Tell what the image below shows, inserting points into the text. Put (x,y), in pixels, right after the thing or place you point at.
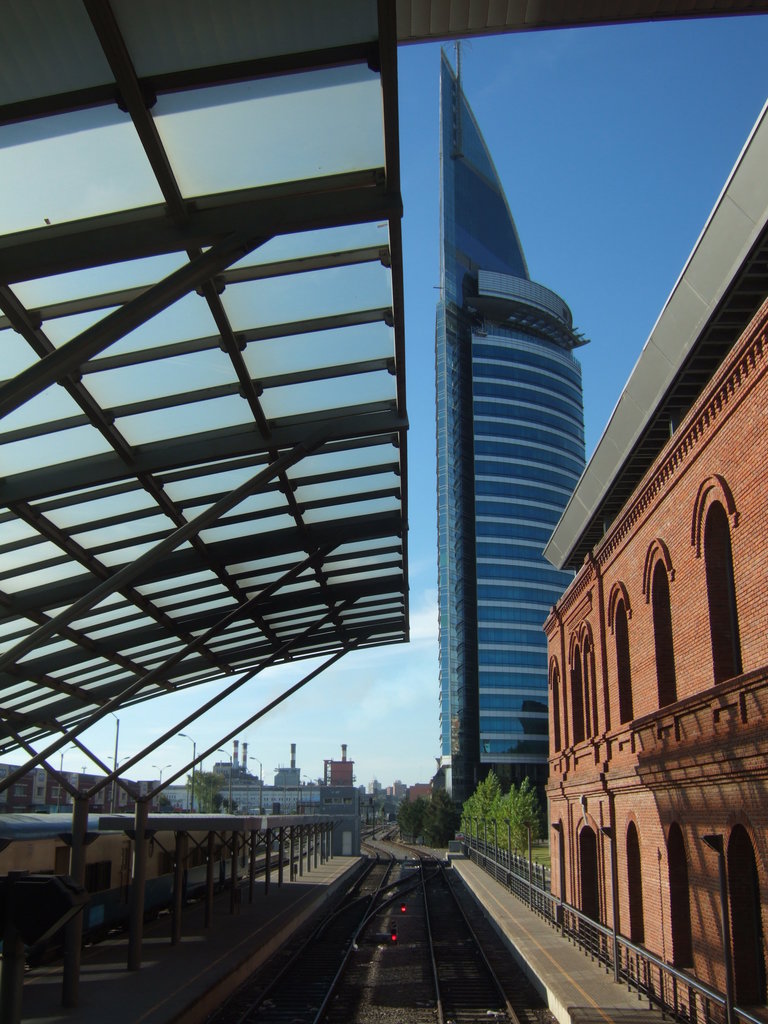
At the bottom of the picture (399,938), we see the railway tracks (373,909). On the left side (251,916), we see the poles (145,878), pillars (180,934) and the platform (162,1000). In the left top (145,202), we see the roof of the platform (165,934). On the right side (529,885), we see the railing (617,937), poles (529,830), trees (498,836) and a building (576,664) which is made up of brown colored bricks (658,736). There are street lights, buildings (465,782) and trees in the background (492,323). At the top (562,153), we see the sky (562,153).
